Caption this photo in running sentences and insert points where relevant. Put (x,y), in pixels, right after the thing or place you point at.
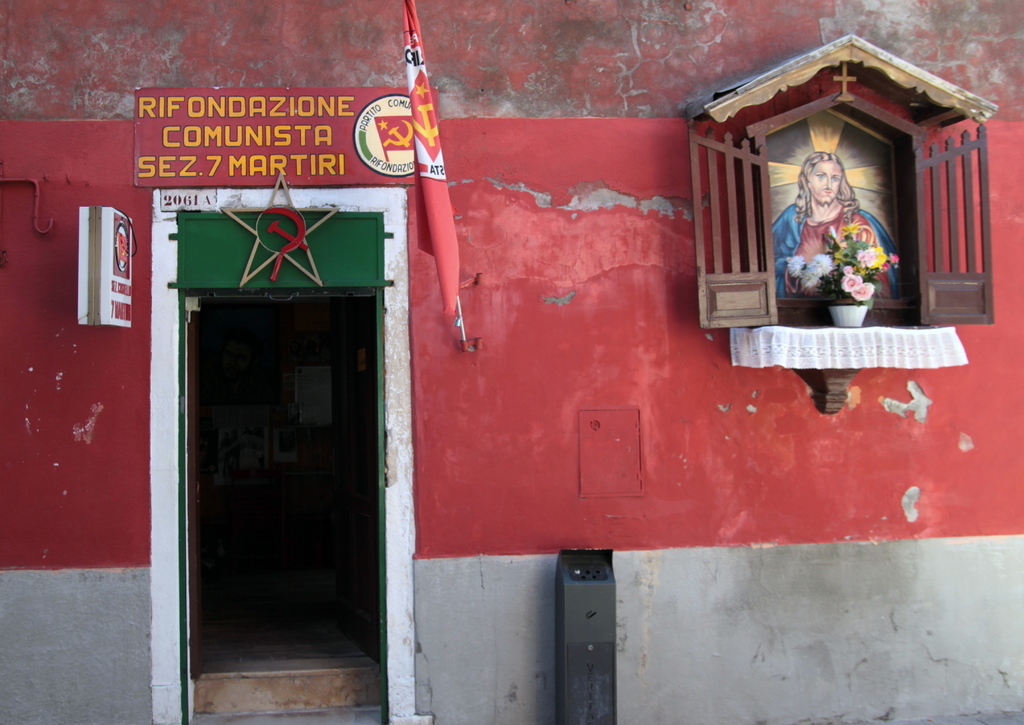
In this image I can see a building (590,226) which is in red color. We can see red color flag (422,194) and something is written on the wall (619,255). We can see Jesus photo (854,187) and flower pot (830,245) on the wooden shelf (862,327).
